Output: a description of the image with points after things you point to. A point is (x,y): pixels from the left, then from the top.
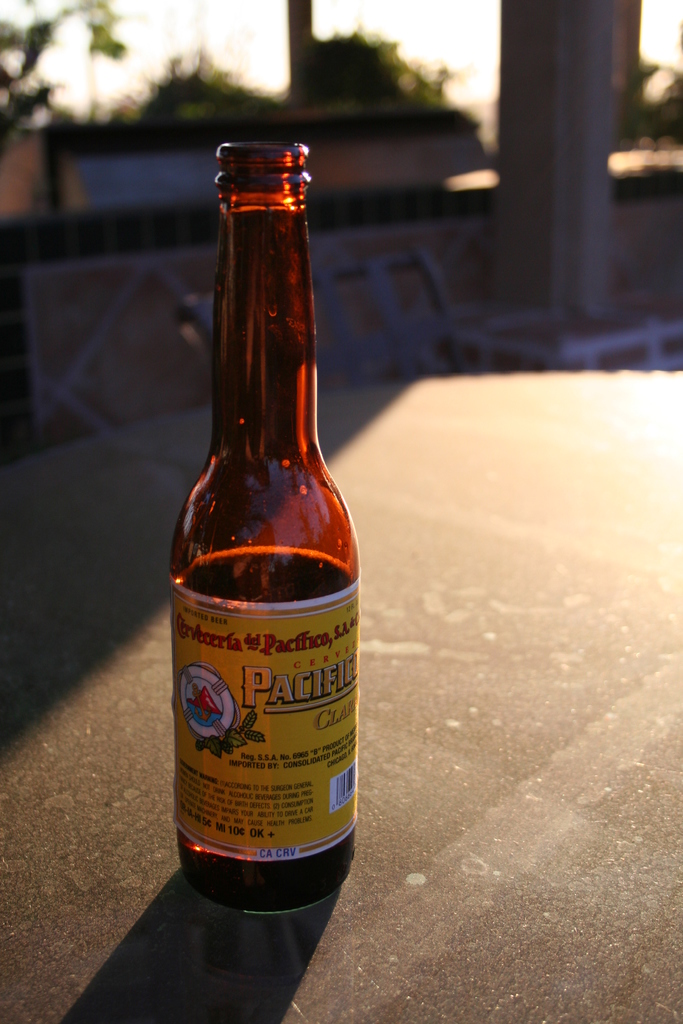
This picture shows a bottle (239,267) and few trees (321,50).
